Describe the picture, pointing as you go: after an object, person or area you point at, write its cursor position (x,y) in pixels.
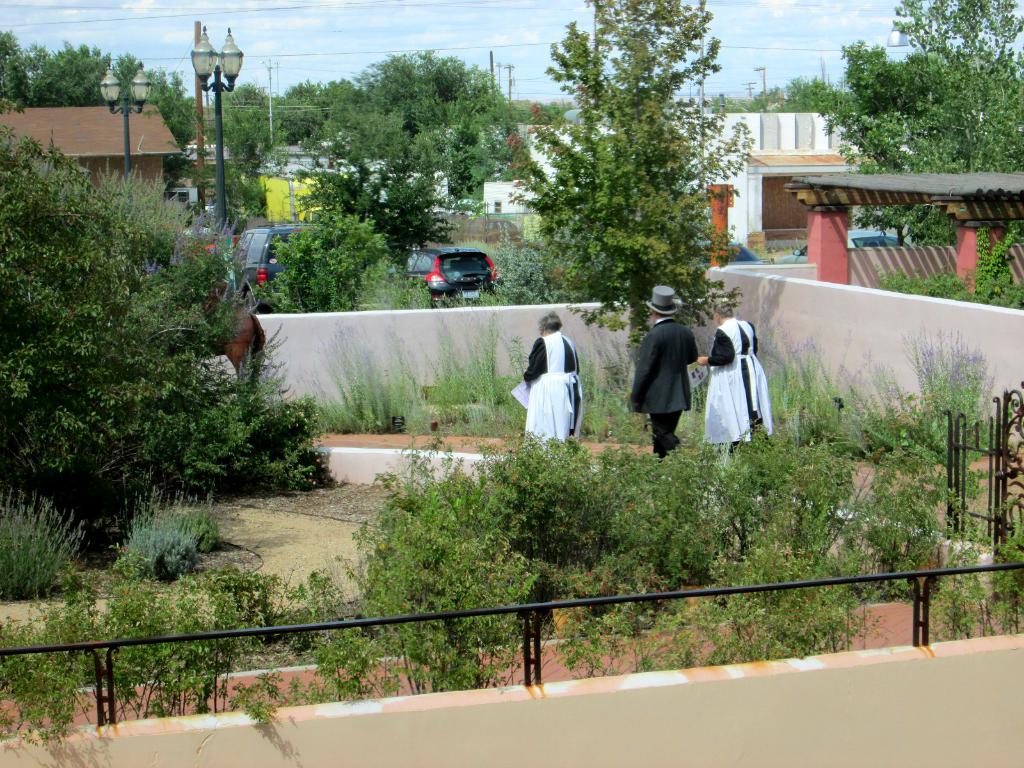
In this picture we can see plants (259,600), walls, trees (627,199), vehicles (425,252), light poles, buildings (816,137), papers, cap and three people (691,352) and some objects (291,184) and in the background (506,70) we can see the sky (745,16).
